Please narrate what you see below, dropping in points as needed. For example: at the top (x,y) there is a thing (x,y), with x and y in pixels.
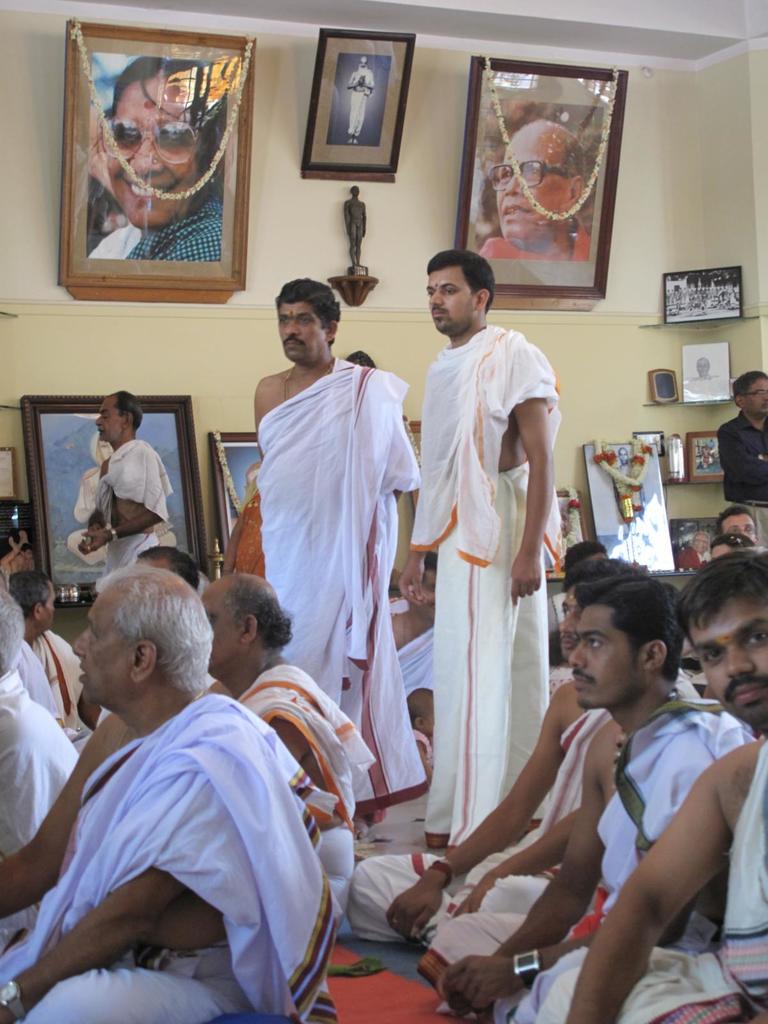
In this picture we can see some people (388,903) are sitting and some people (327,663) are standing on the floor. In the background (403,308) we can see the wall (403,308), statue (367,267), garlands (630,492) and photo frames (146,114).
